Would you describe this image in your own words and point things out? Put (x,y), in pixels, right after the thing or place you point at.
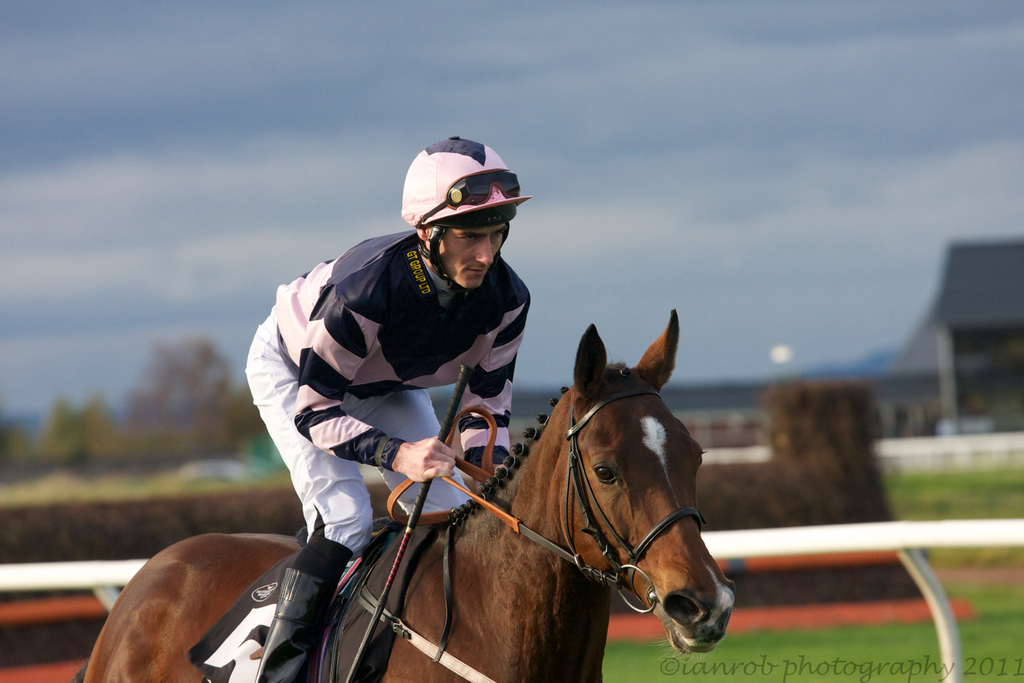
In this image I can see the person (441,497) riding the horse (589,562), the horse (595,613) is in brown color. Background (318,244) I can see few poles (845,549), trees (151,393) in green color, I can also see the moon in white color and the sky (324,153) is in blue and white color.
